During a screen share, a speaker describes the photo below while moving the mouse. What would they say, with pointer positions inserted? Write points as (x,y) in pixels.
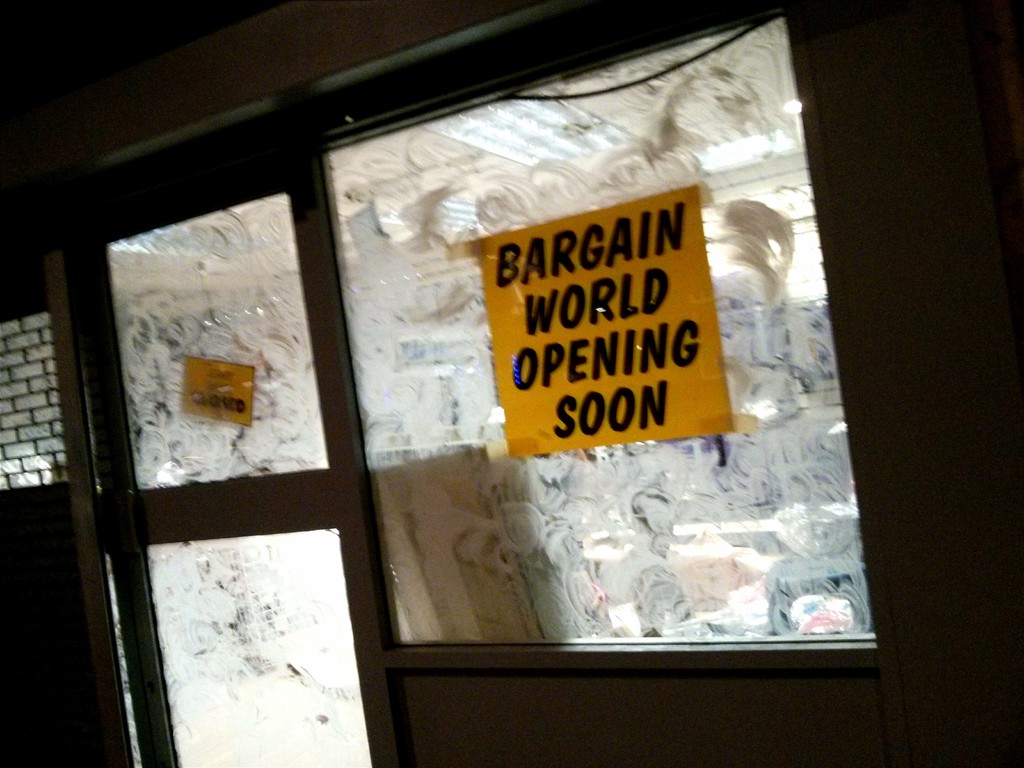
In this image we can see a paper (497,321) with some text (621,290) on it on a glass window (538,506). We can also see a door (357,710) and a wall (11,707).
